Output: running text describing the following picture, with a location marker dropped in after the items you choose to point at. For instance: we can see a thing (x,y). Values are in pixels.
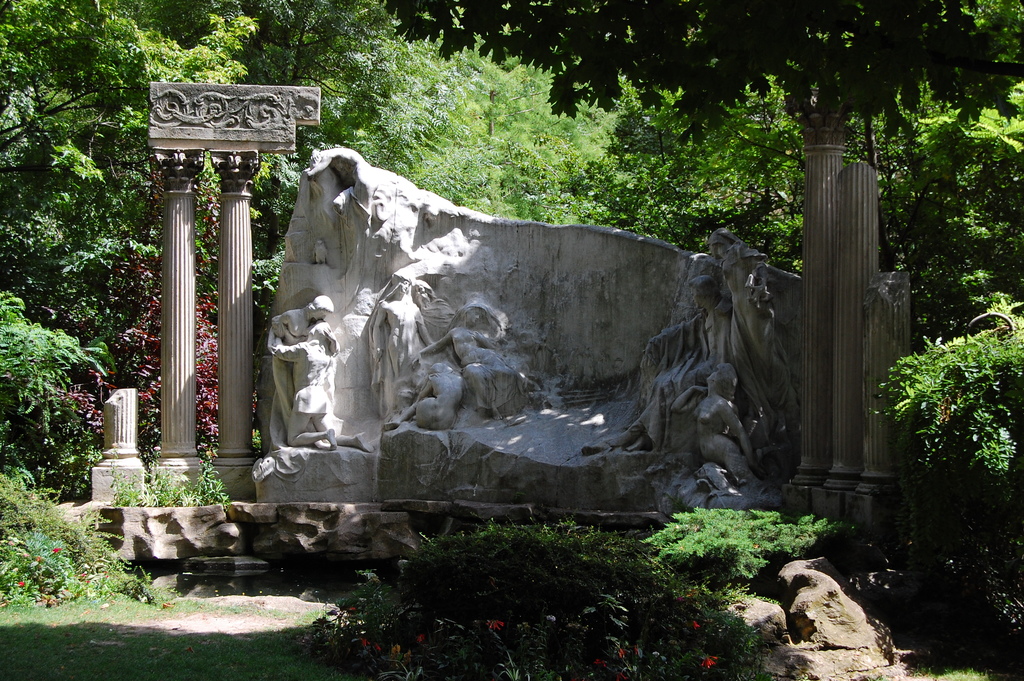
In this picture we can see pillars (246,264), statues (295,366) on the stone (678,282) and other object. In the background (962,267) we can see many trees (731,186). On the bottom (632,640) we can see grass (270,651) and plants (600,638).
